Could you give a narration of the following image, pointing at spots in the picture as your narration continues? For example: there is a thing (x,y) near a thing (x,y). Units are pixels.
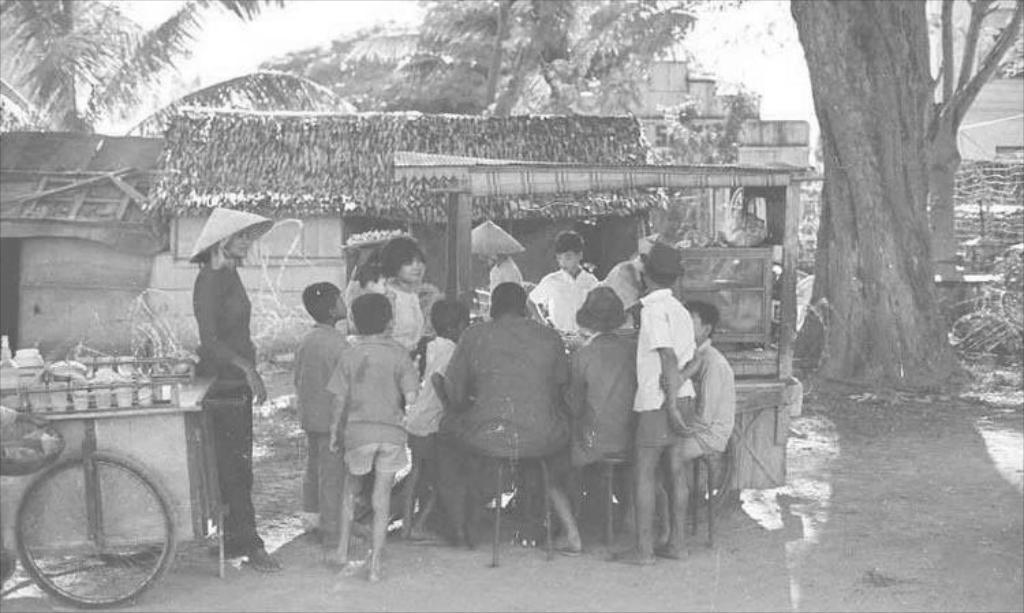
In the center of the picture (562,304) there are group of people (555,331) around the cart (770,308). On the left (94,429) there is a cart (157,434) and a person (210,398) standing. On the right (923,247) there is a huge tree (887,156). In the center of the picture (437,283) there are houses (509,133), trees (539,103) and other objects (999,196). In the background (271,20) it is sky (738,35).
